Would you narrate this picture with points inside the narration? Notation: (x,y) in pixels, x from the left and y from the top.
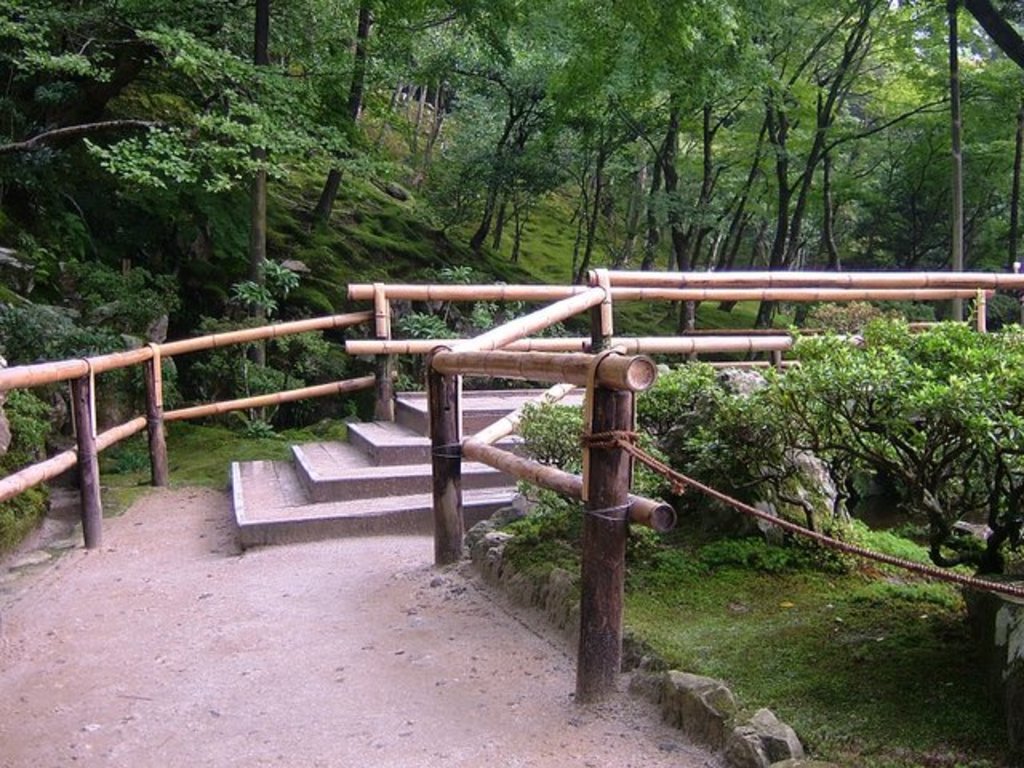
In this picture we can see so many trees (839,463) and grass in between there is a fencing (373,378) to the road (339,552).
